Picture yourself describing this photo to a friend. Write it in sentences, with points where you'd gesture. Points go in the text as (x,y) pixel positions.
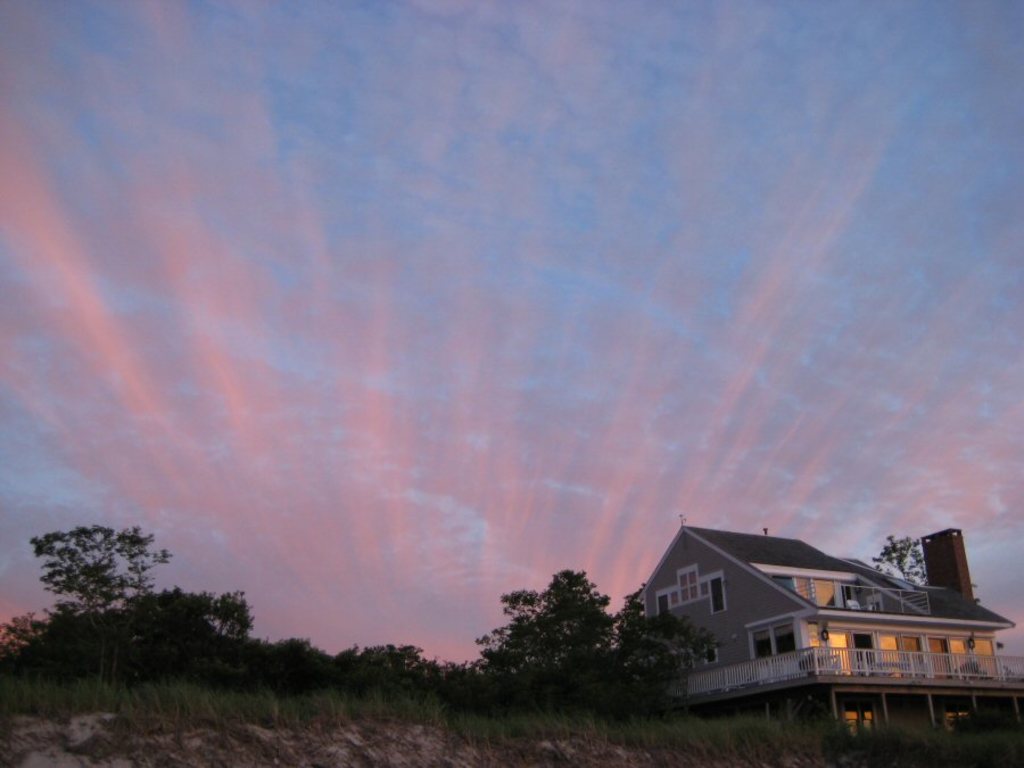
In this image we can see trees (354,655). On the ground (523,751) there is grass (709,726). On the right side (769,618) there is a building (703,585) with windows (719,589), railings (789,665) and doors (870,635). In the background (496,350) there is sky (411,256) with clouds (85,310).
